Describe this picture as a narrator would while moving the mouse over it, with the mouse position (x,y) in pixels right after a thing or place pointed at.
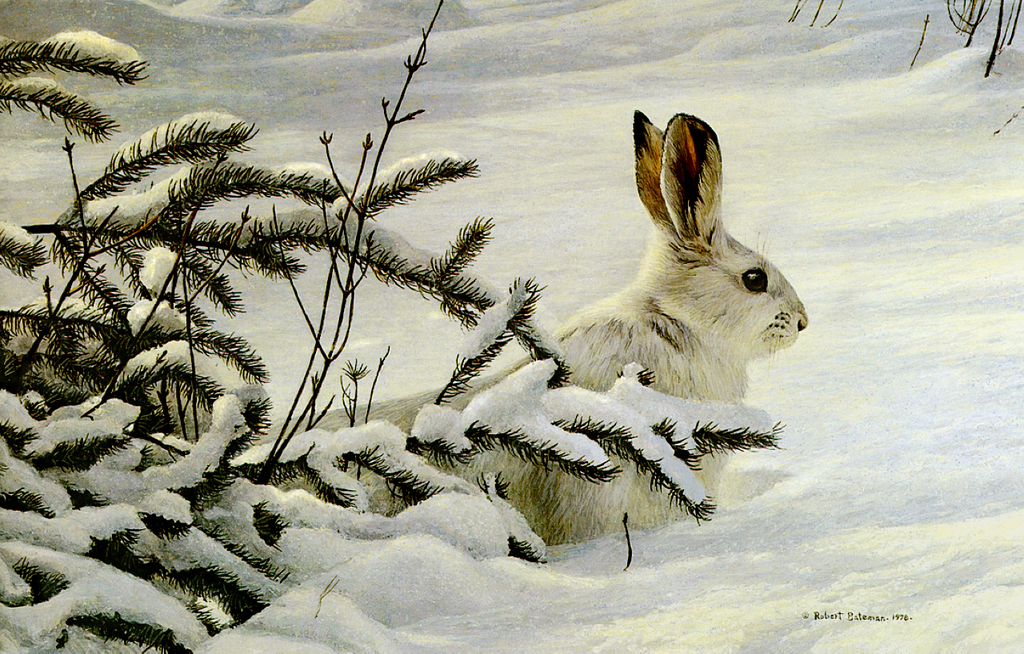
In the center of the image (679,304) a rabbit (661,296) is present. On the left side of the image (94,400) small bushes (180,407) are there. In the background of the image (474,106) snow (988,599) is there.
